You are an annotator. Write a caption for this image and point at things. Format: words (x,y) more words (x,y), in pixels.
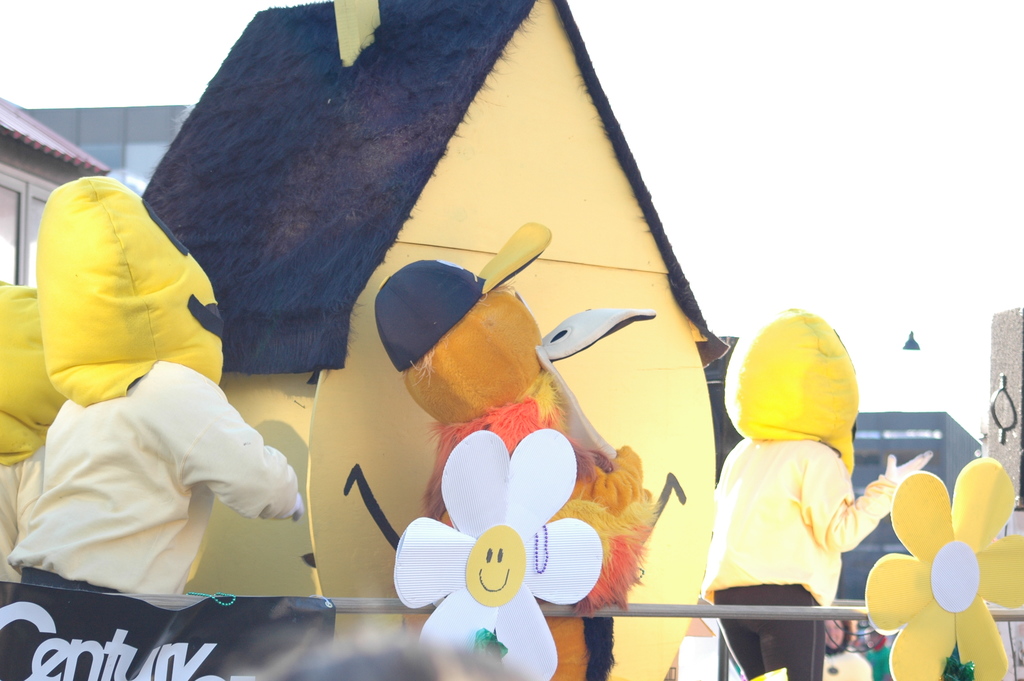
At the bottom of this image (872,513), there are four children (62,263), wearing masks (72,298) and on a platform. Beside them, there is a fence (191,604) having two flowers (971,551) and a black color banner (178,617) and there is a statue (251,64). In the background (931,392), there is a pole (1011,449), there are buildings (876,536) and there is sky (592,26).
